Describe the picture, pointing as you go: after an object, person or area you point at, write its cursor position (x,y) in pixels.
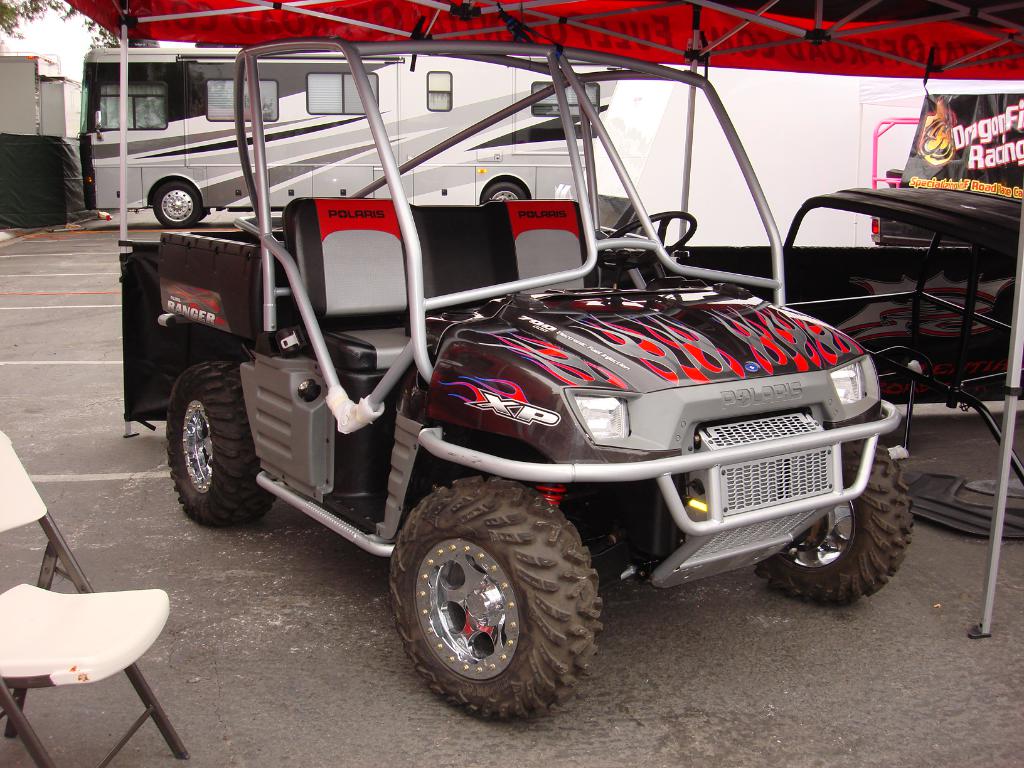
In this image there is a vehicle (739,462) in the foreground (684,319) and a bus (323,130) in the background (315,106). To the left side (31,614) there is a chair (14,626) and to the right side (958,169) there is a banner (963,156).
